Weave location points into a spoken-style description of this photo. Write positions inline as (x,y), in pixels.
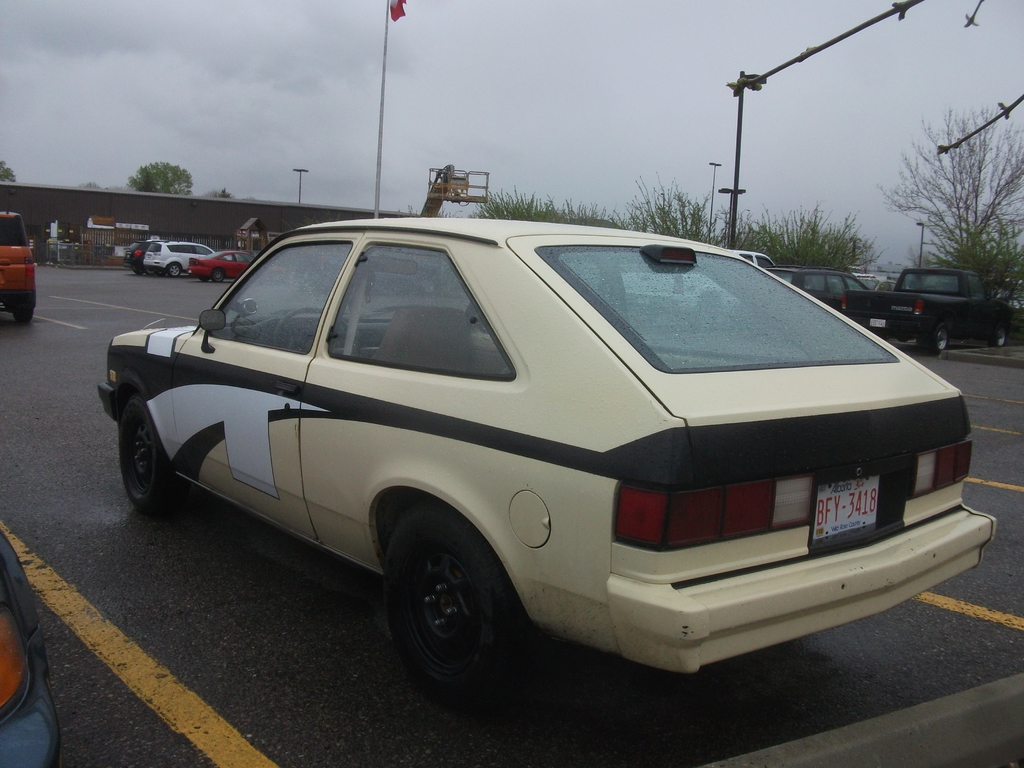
In the image there are few cars (420,259) on the road (844,632) and behind the cars (786,278) there are trees (1012,297) and plants (552,203). There is a crane (464,179) behind the first car (418,248).
